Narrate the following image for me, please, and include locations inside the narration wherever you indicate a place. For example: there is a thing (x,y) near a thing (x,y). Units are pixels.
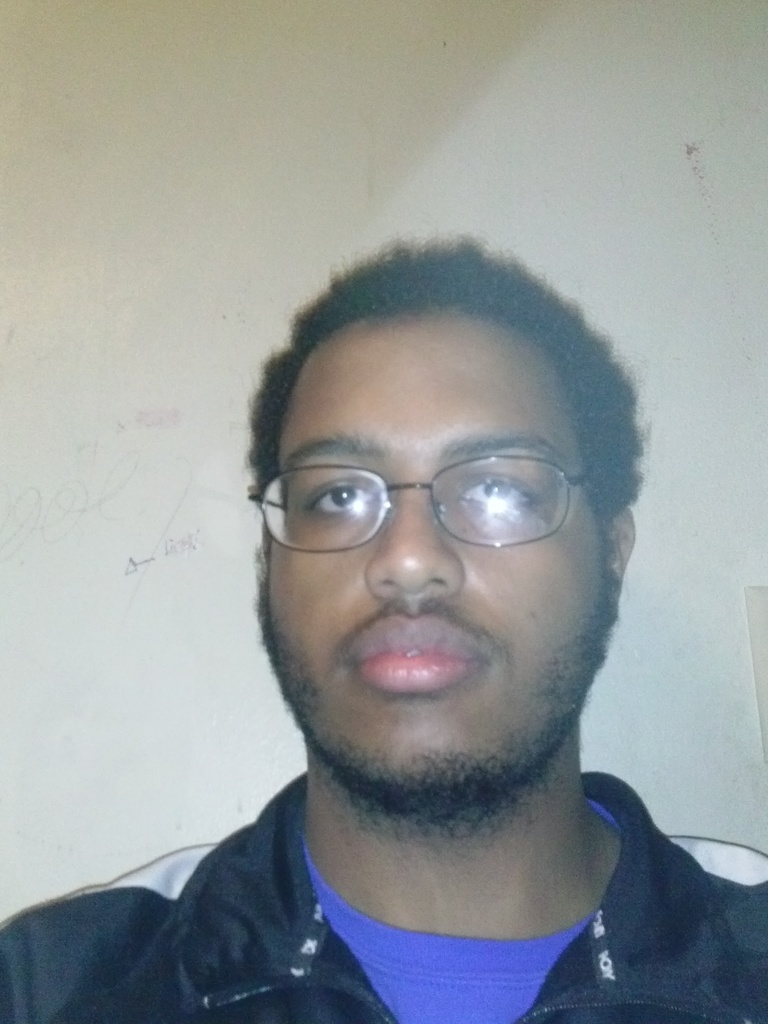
In this image I can see a person (553,769) and wall (234,551). This image is taken may be in a room (289,754).
